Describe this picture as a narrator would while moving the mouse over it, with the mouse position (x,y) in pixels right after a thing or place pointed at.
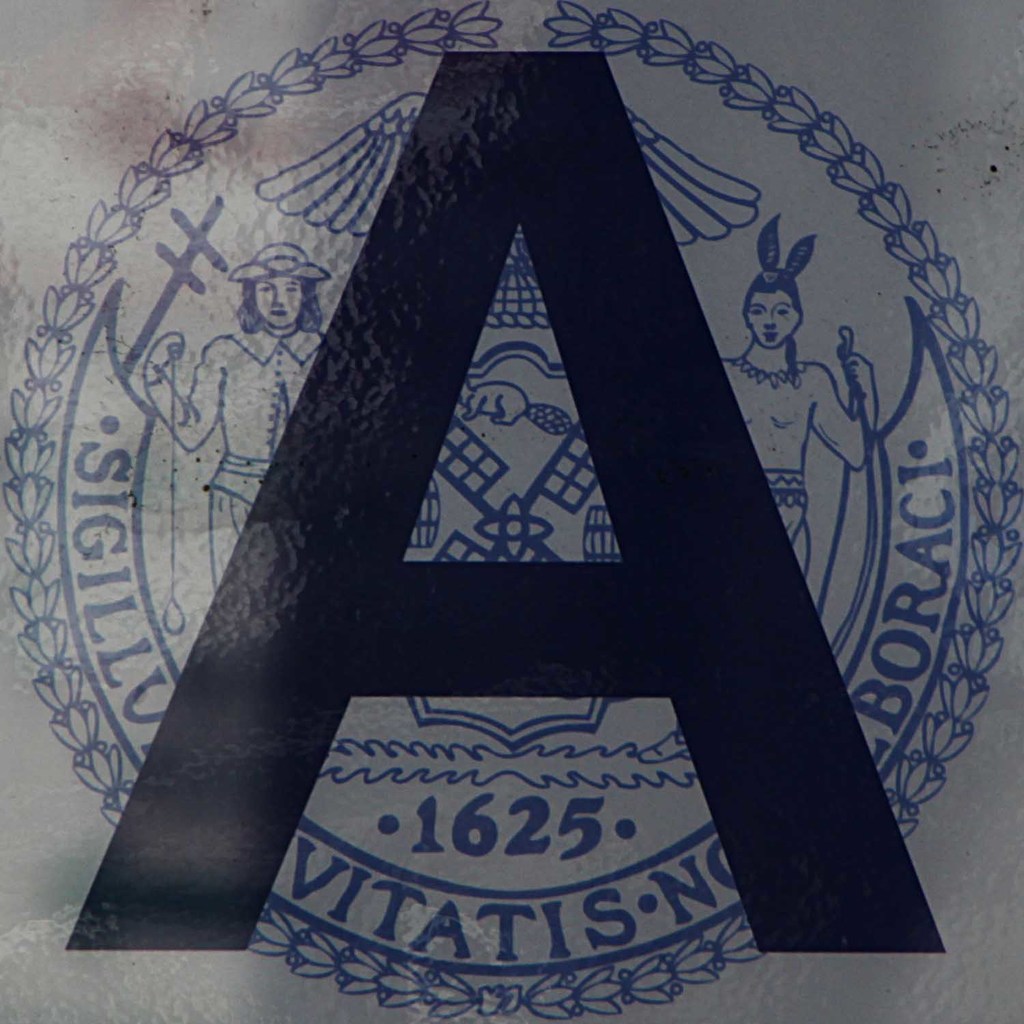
In this image I can see a poster (376,854). On this poster (485,259) I can see an alphabet (485,259) and images (445,524).
